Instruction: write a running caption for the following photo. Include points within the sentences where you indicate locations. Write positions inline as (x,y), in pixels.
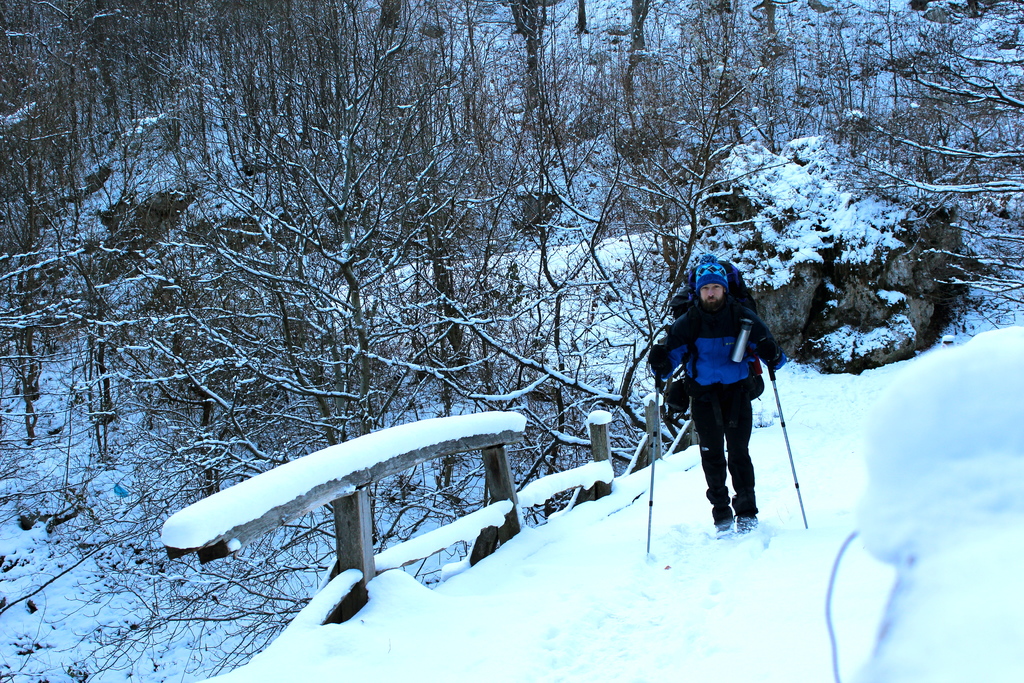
In this image I can see the person (729,357) standing on the snow (670,584). The person (721,473) is wearing the blue and black color dress (719,390) and also holding the sticks (795,486). In the background (566,343) I can see many trees (214,465).
